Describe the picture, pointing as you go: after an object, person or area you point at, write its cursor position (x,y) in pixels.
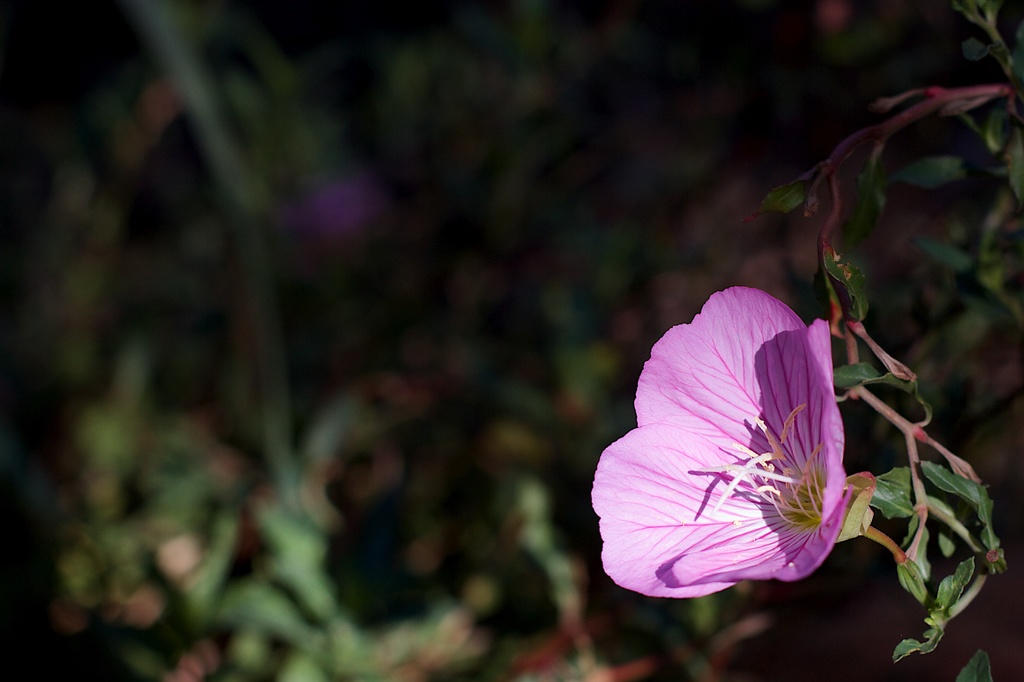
In this picture we can see a flower (792,461) to the stem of a plant (781,492). Behind the flower (742,454), there is a blurred background.
